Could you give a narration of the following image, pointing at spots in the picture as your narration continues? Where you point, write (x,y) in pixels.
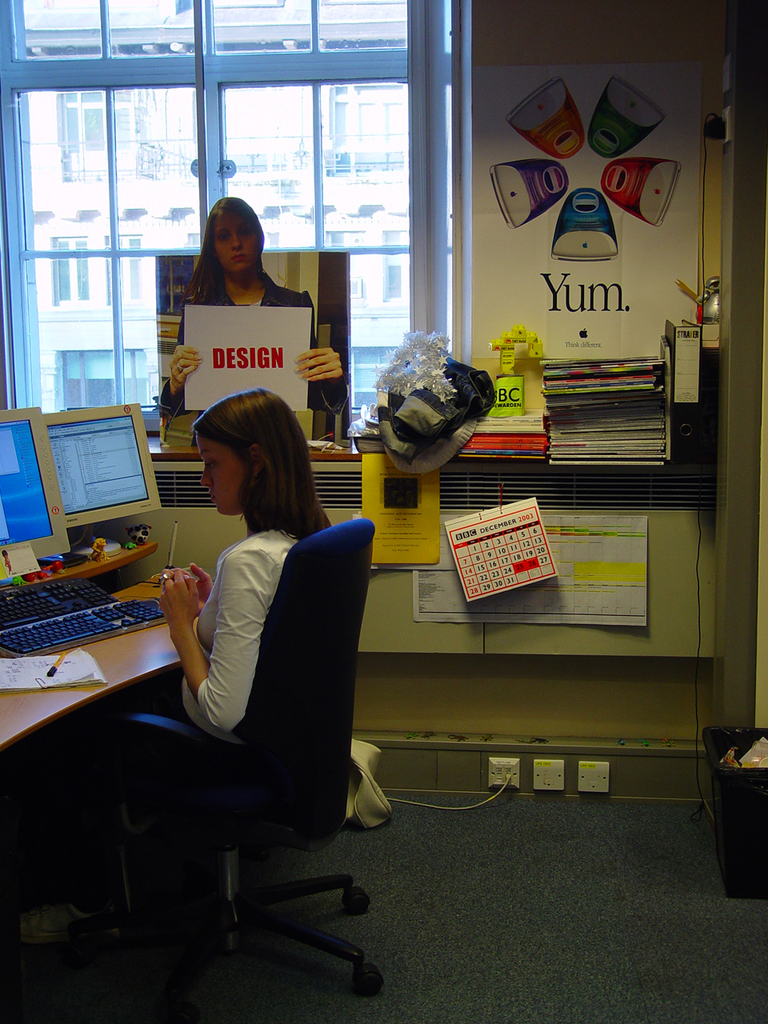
In this picture a lady (238,509) is sitting on a chair (194,728) at a desk (147,643) where monitors (78,472) on top of it. In the background (217,330) we observe many posters (255,327) and labels (512,579) attached to the wall (627,629). There is also a glass window (246,114) in the background (204,176).
